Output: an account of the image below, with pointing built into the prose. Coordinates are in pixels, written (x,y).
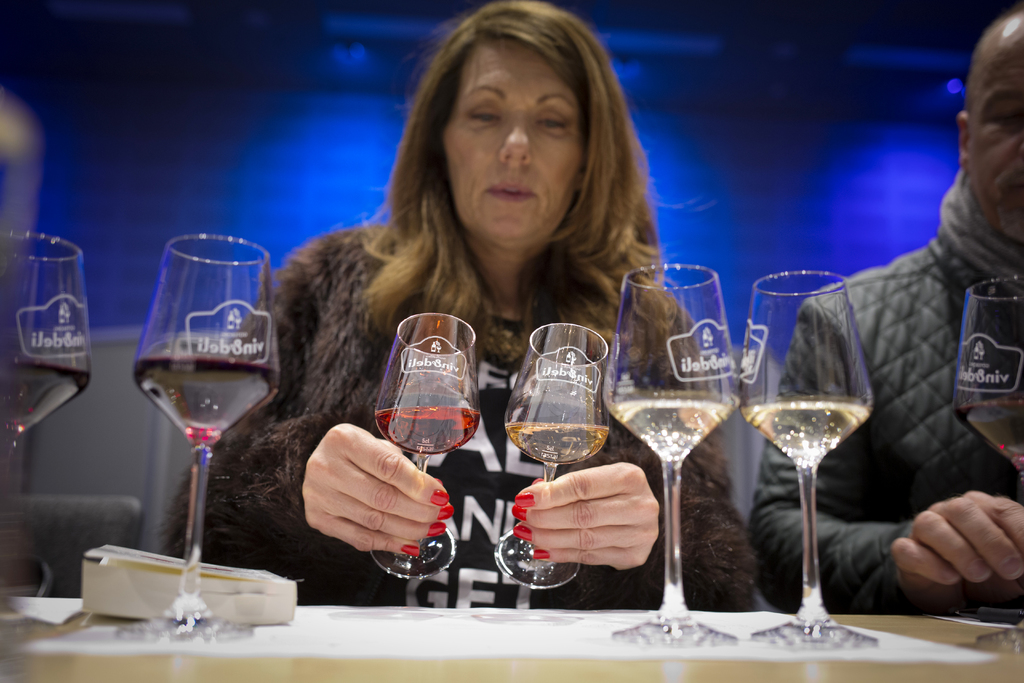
Here we can see a woman (355,481) in the center (352,312) and she is holding a two glasses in her hands (421,518). There is man (1011,42) and he is on the right side (1018,72).
